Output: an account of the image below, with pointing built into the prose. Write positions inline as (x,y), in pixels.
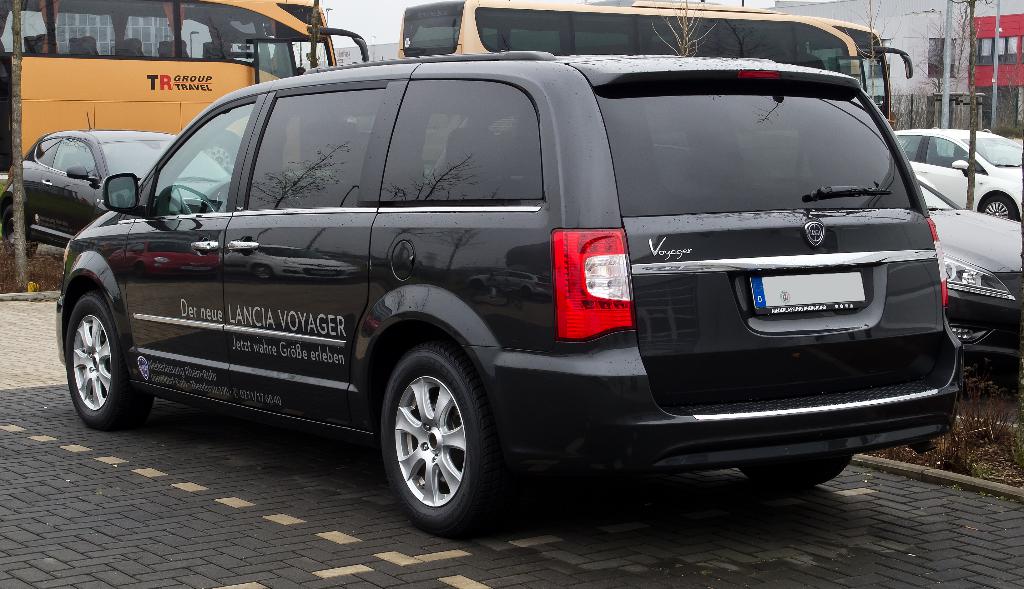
In the image we can see there are many vehicles (252,96) of different colors and sizes. Here we can see the road (9,320), grass (954,424), poles (944,105), buildings (918,27) and the sky (362,9).
